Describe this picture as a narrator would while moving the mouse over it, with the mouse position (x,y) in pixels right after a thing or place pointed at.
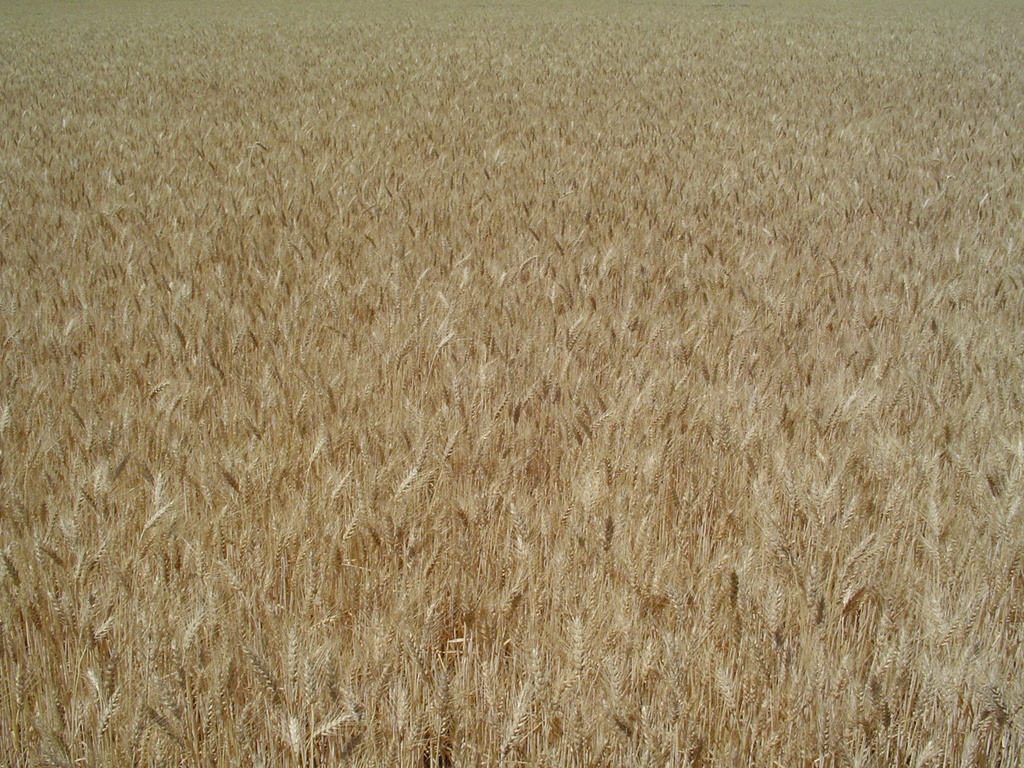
In this image we can see some plants (600,432).
